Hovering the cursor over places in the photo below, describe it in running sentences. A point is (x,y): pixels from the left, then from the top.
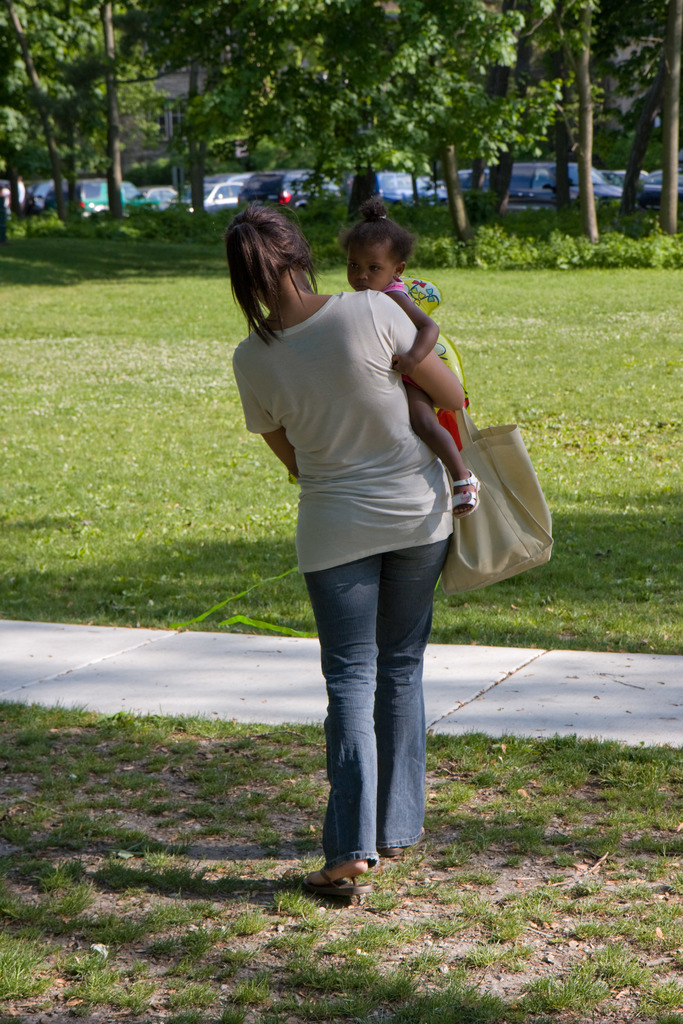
This picture is clicked outside. In the center (345,389) we can see a person (351,349) wearing t-shirt (362,383) carrying a baby (434,332) and holding a sling bag (477,528) and seems to be walking on the ground (463,788) and we can see the green grass (578,271), plants (616,223), trees (278,164), vehicles (331,184) and some other objects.
